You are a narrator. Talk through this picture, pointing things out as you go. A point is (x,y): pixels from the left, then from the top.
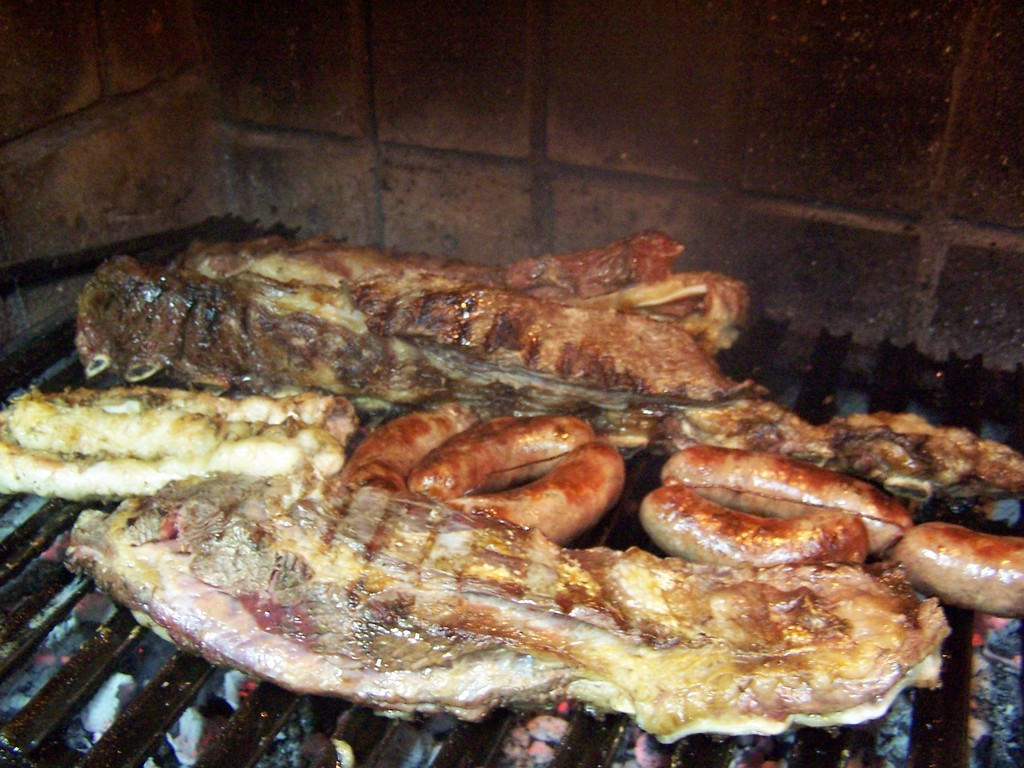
Here we can see food (311,517) on a grill (401,744). In the background (561,165) there is a wall (902,242).
